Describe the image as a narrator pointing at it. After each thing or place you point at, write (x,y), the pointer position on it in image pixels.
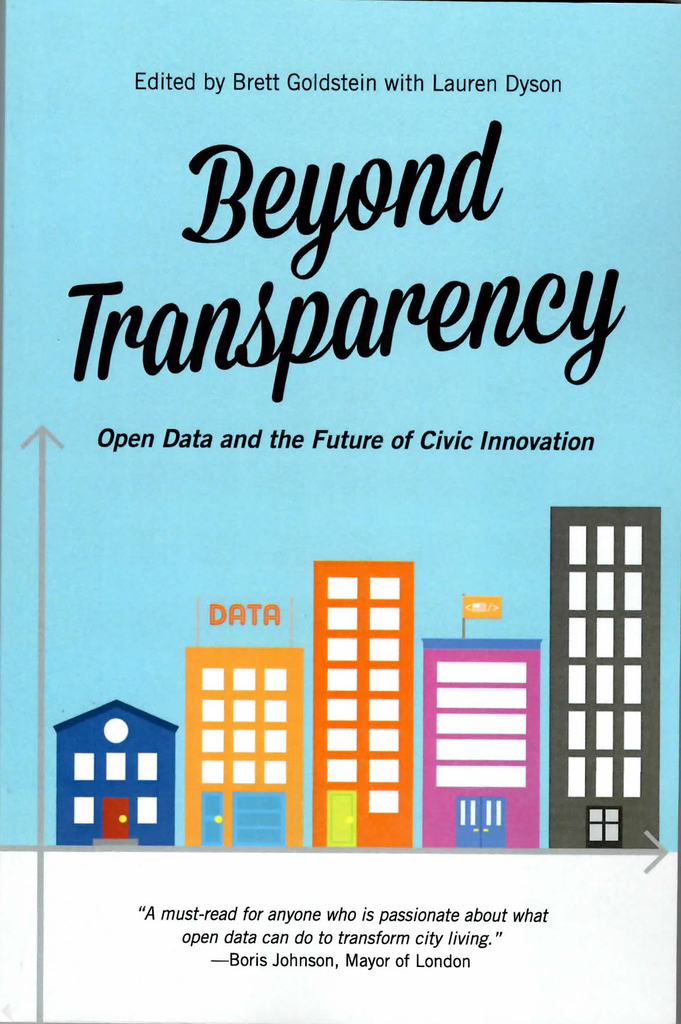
This is a poster (238,455) and here we can see some text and there are images of buildings (322,677) and a flag (474,608).
